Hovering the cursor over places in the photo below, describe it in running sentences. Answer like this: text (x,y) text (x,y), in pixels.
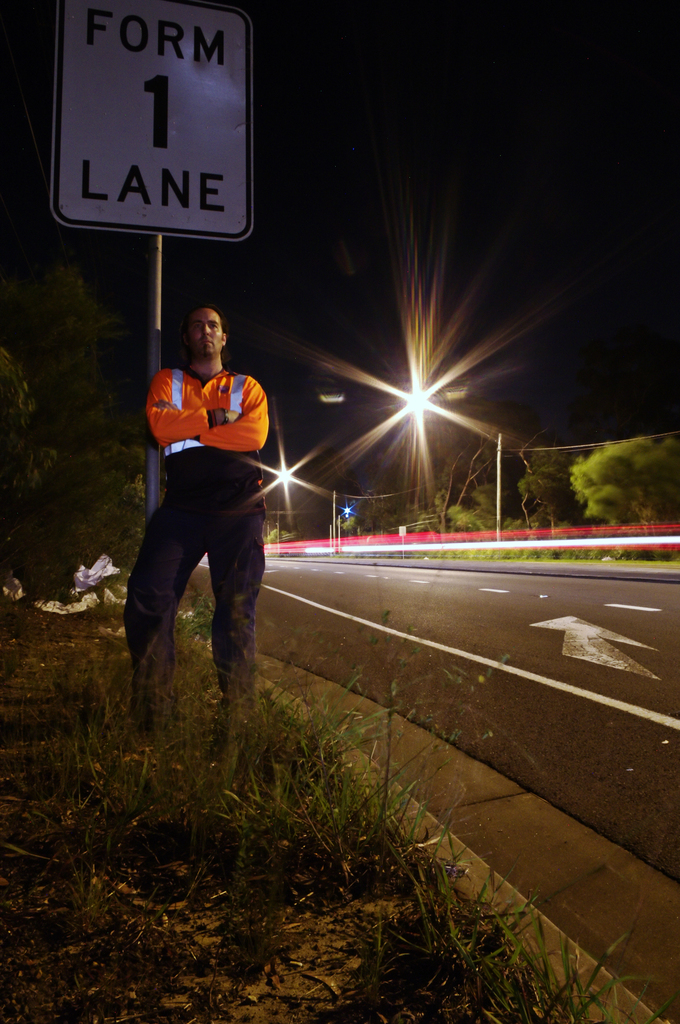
In this image we can see a person (222,507) standing near to a pole (149,447) with a sign board (155,153). On the ground (52,719) there is grass (125,763). Near to him there is a road (527,612). In the back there are lights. Also there are trees (558,497). And it is looking dark in the background (330,249).
